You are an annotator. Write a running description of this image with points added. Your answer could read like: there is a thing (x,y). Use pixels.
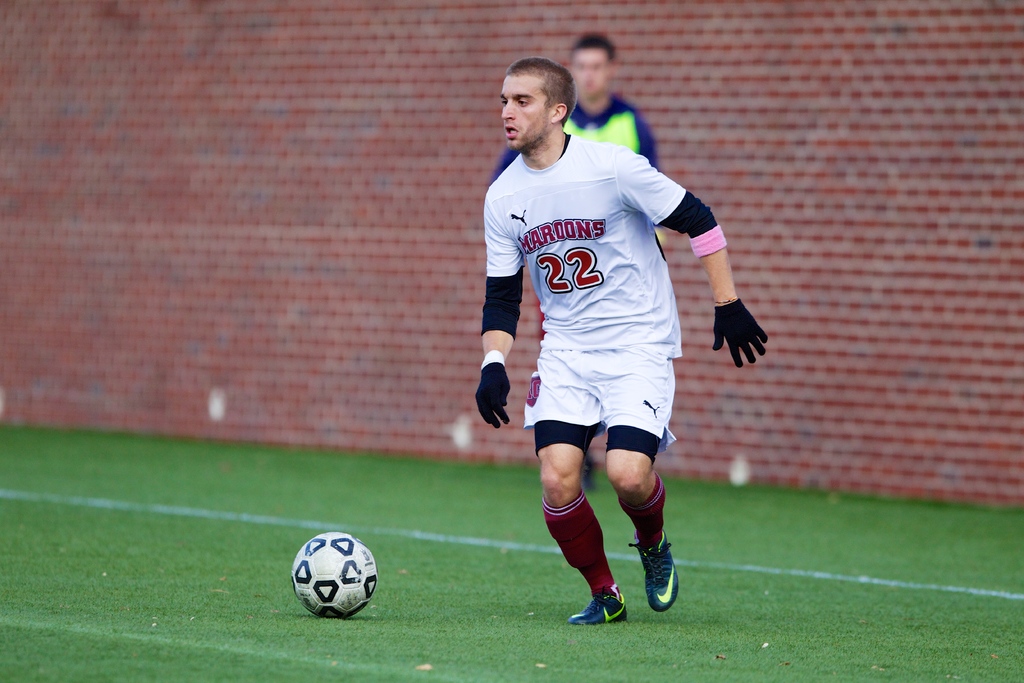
In the picture I can see a man (570,350) is standing on the ground (608,553) and the person (615,116) behind this man (587,201) is standing on the ground (703,565). I can also see a white color ball (336,577) on the ground (199,603). In the background (157,314) I can see a brick wall (301,204). The background of the image (873,361) is blurred.
